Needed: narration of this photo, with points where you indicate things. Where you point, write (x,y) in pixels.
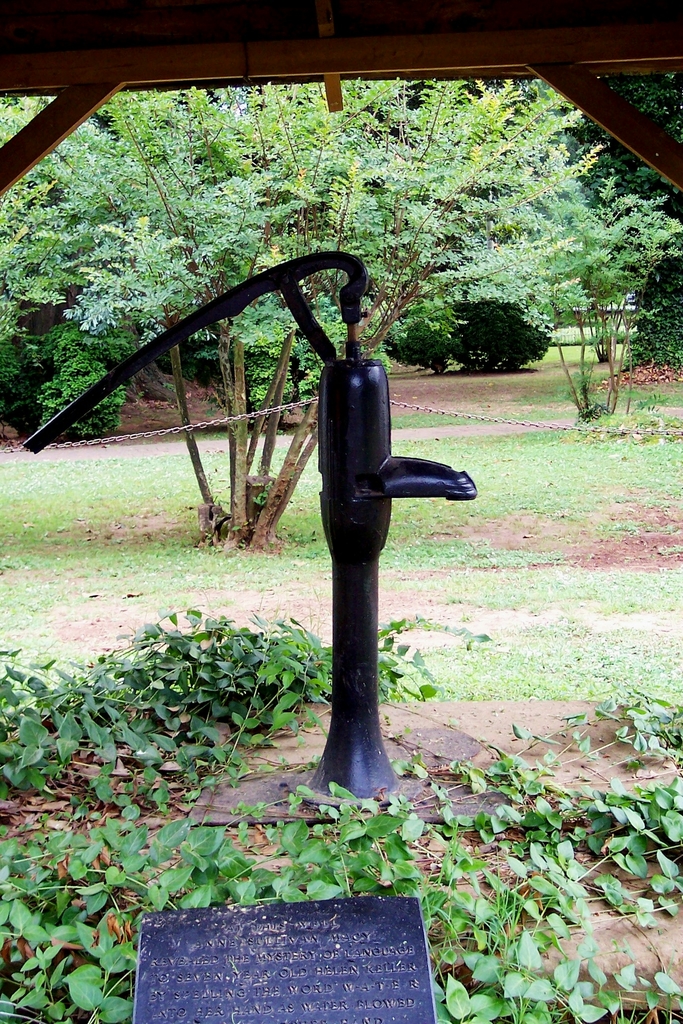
This picture is clicked outside. In the foreground (176,818) we can see the leaves (180,726) and a black color object (353,979) lying on the ground (547,934). In the center (363,402) there is a black color object (354,403) seems to be a water hydrant (385,475). In the background (524,386) we can see the trees (464,292), plants (631,398), and grass (419,448). At the top (367,18) there is a wooden roof (624,36).
